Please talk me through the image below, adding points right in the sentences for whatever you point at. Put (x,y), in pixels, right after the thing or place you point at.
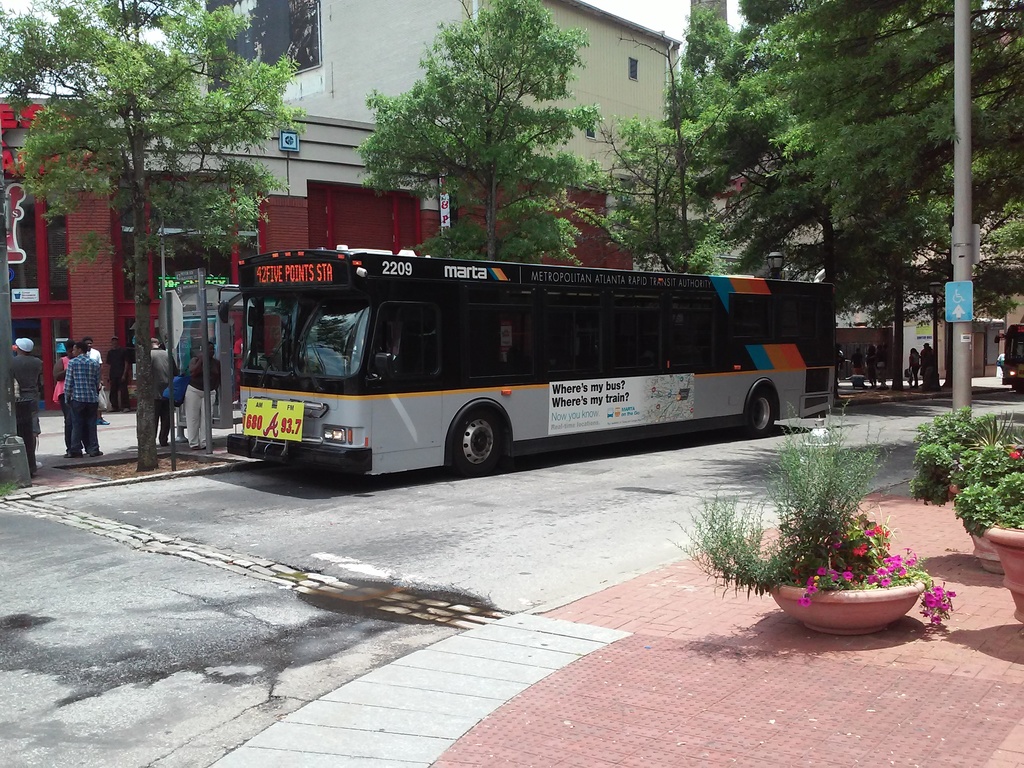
On the right side (764,693) there is a sidewalk (784,651). On that there are pots (836,597) with flowering plants (943,478). Also there is a pole (957,169) with a board (949,303). And there is a road (396,537). On the road (441,565) there is a bus (371,405) with something written on that. Also there is a name board (292,274) on the bus (292,274). Near to the bus (291,298) there are people (115,362), trees (702,167) and a building (398,63). In the background (915,337) there are people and building (882,331).
